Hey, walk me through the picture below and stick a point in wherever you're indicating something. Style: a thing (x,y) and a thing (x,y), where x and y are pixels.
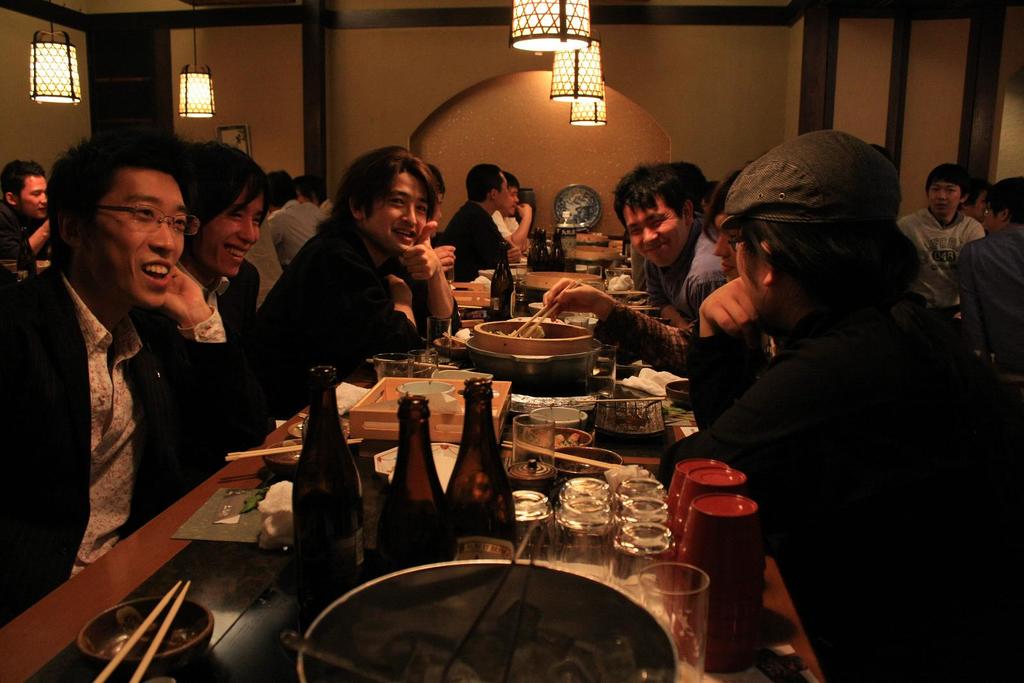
In this image I can see number of people (884,339) are sitting. I can also see smile on few faces (383,234). Here I can see he is wearing a cap (740,219) and he is wearing a specs (148,217). On this table (259,682) I can see few bottles (488,441), few glasses (684,591) and food (507,332). I can also see few more tables (584,249) and few more bottles (550,253). Here I can see few lights (591,56) and a frame (238,130) on this wall (345,117).
